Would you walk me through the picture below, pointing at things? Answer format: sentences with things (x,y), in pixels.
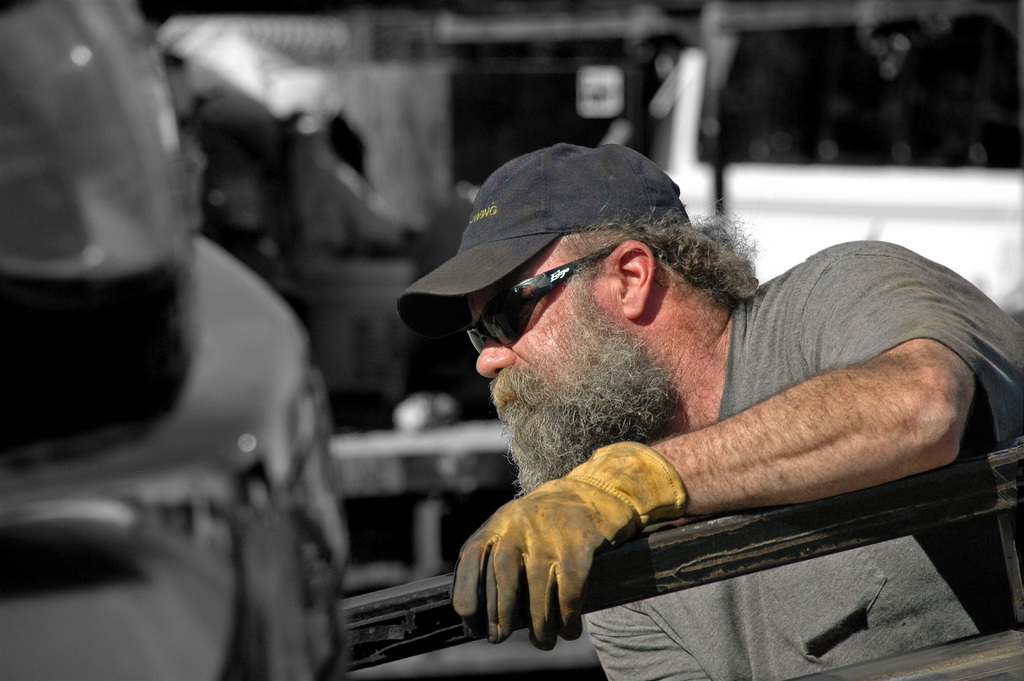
In this picture I can see a man (830,660), he is holding the metal rod (680,583) and he is wearing the t-shirt (865,548), goggles (518,295) and a cap (504,262).
